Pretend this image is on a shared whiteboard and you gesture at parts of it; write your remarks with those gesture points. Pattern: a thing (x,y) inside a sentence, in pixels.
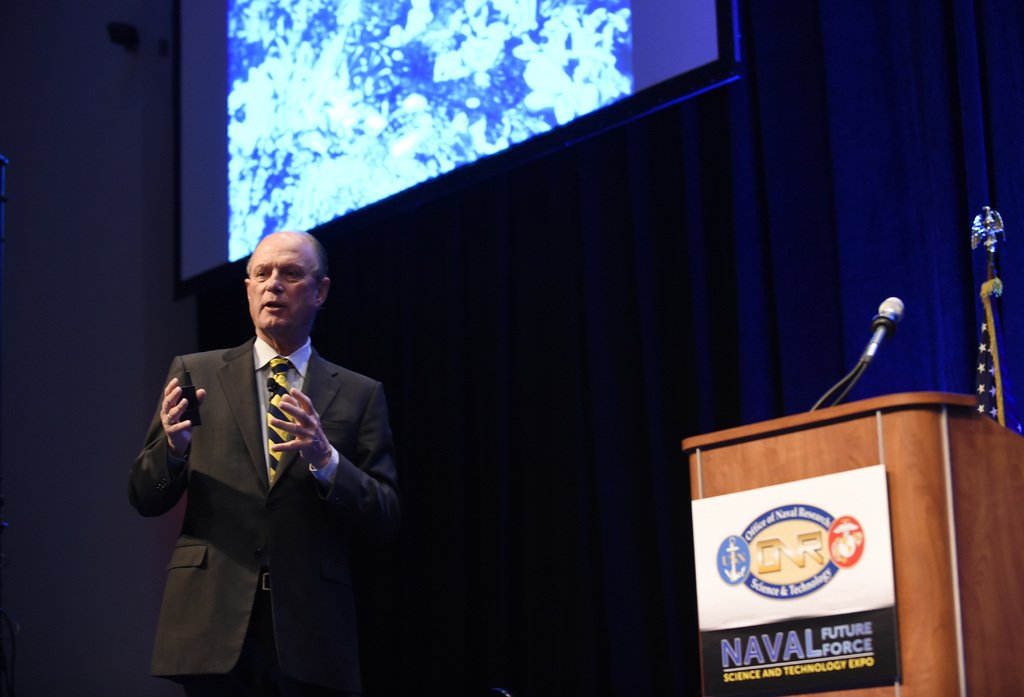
On the right (862,360) there is a podium (863,415), mic (853,372) and other objects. Towards left (259,437) we can see a person (259,460) talking. At the top (387,74) we can see a projector screen (448,145). In the middle (612,284) there is a blue curtain (678,233).
